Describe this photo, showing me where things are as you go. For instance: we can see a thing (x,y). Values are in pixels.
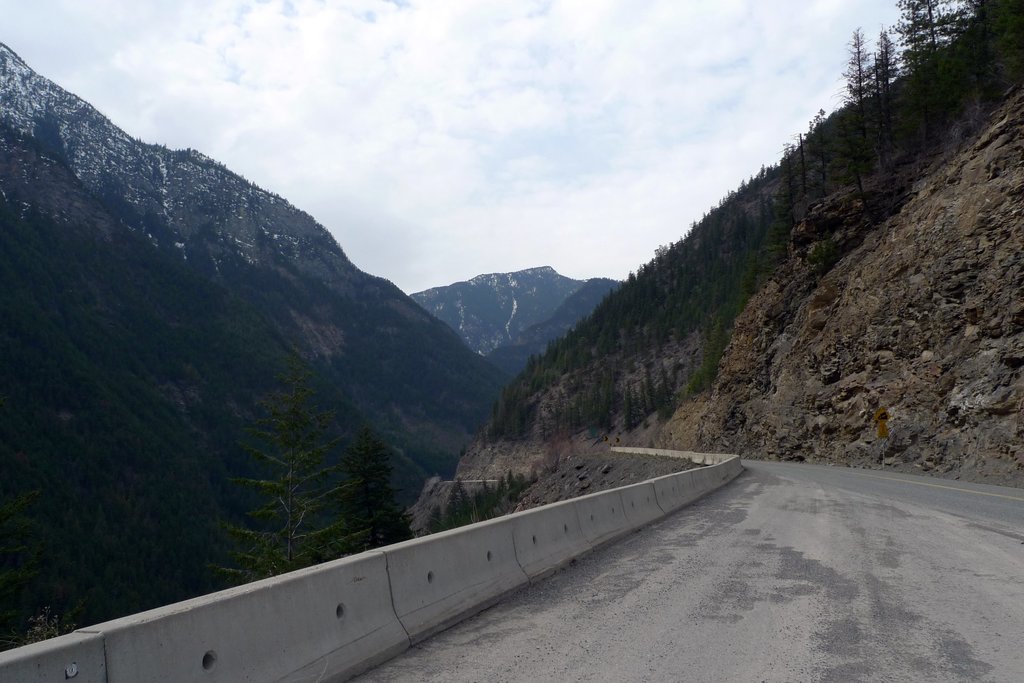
In this image I can see the road (758,577). To the side of the road (767,574) I can see the trees (195,465) and mountains (377,324). In the background (451,232) I can see the clouds (472,139) and the sky (442,136).
